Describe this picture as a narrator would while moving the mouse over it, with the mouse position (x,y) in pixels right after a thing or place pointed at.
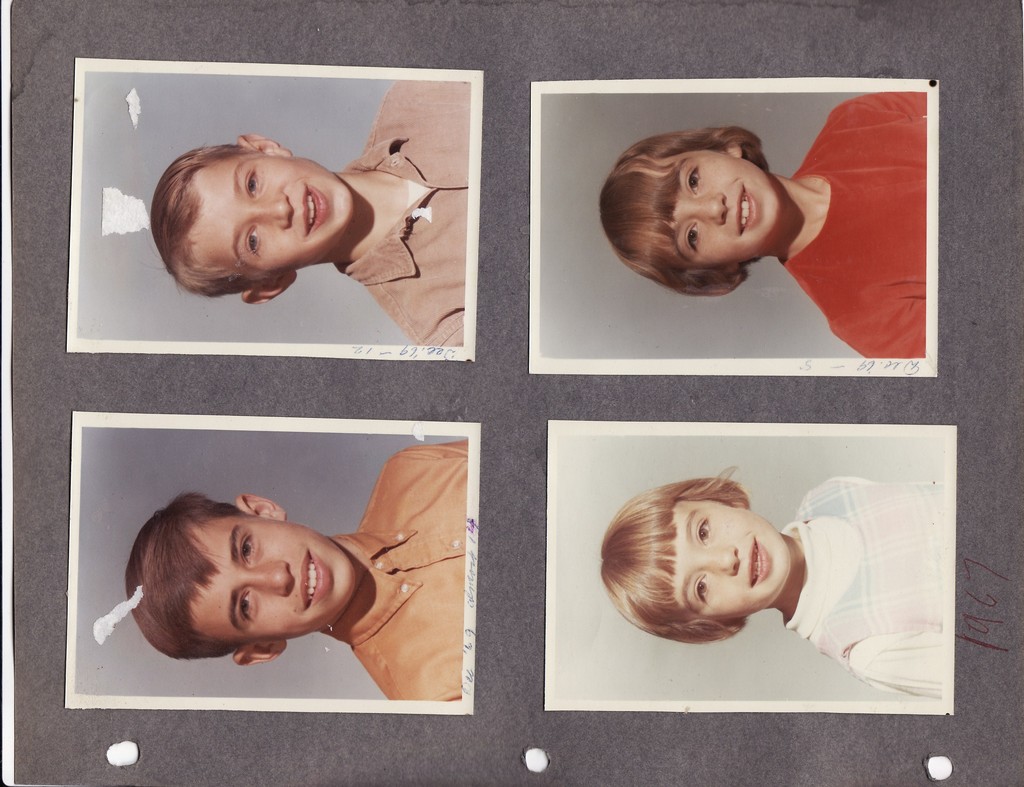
This picture is photo. In this picture we can see four persons (428,287) are there.
